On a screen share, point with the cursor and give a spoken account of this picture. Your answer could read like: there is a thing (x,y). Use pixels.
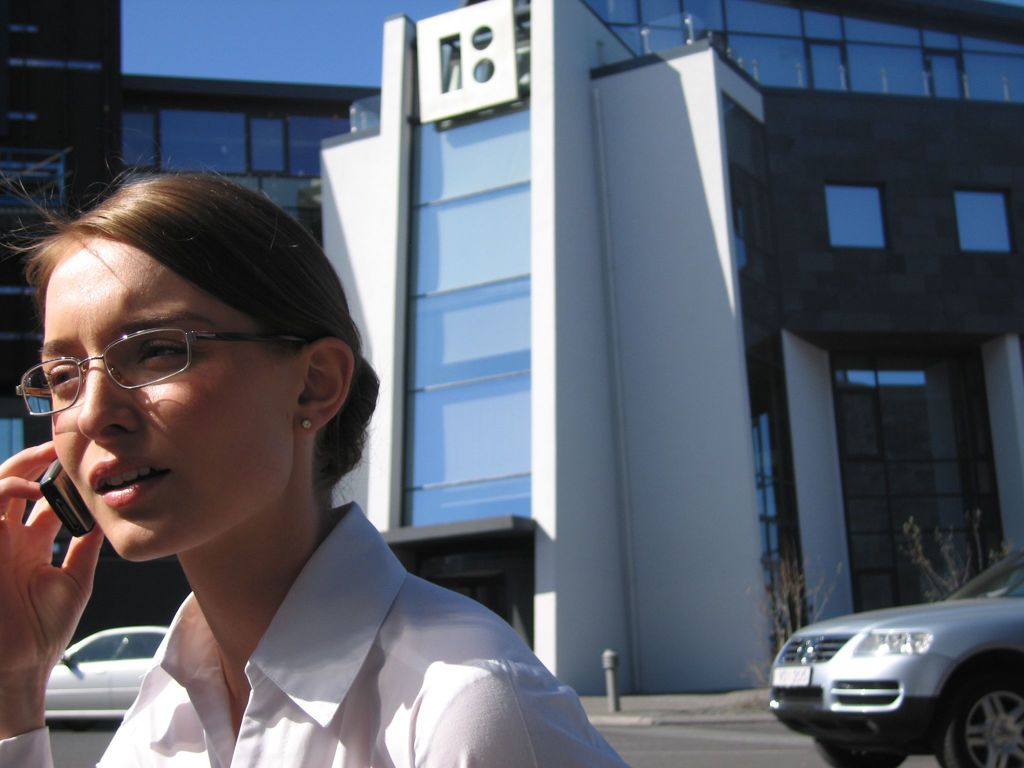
In this picture we can see a woman (196,492), she wore spectacles (66,379) and she is holding mobile (50,503), in the background (860,522) we can see few cars (865,688) and buildings (322,211).
